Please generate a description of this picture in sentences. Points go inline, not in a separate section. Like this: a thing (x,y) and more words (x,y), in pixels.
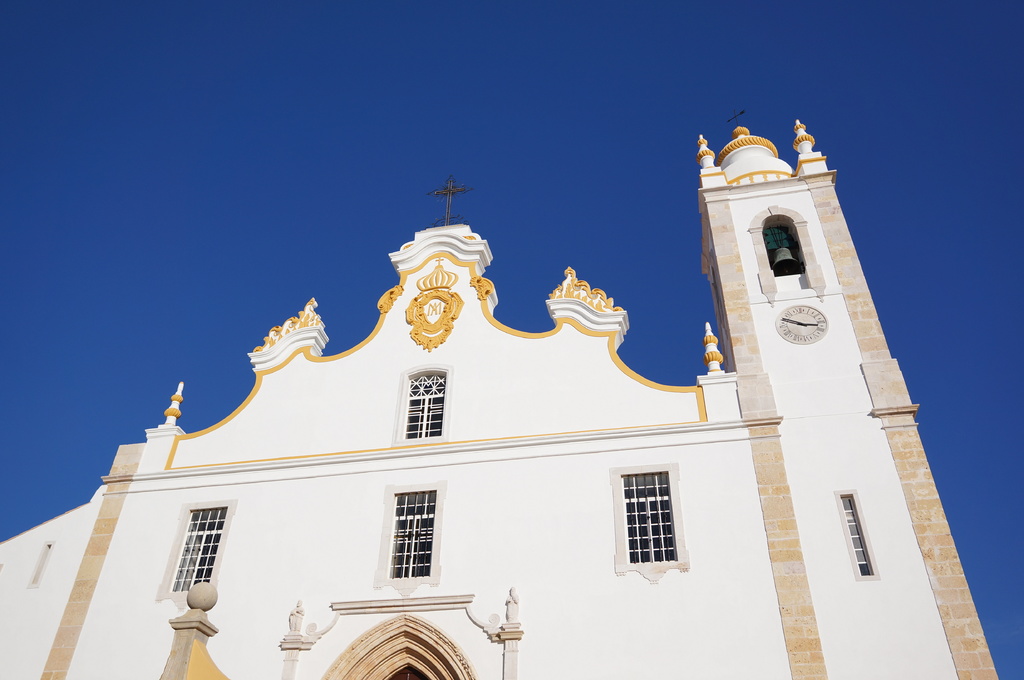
In this image in the center (497,439) there is a building (495,500) which is white in colour and on the right side of the building (807,396) there is clock (802,342) on the wall (808,362).
